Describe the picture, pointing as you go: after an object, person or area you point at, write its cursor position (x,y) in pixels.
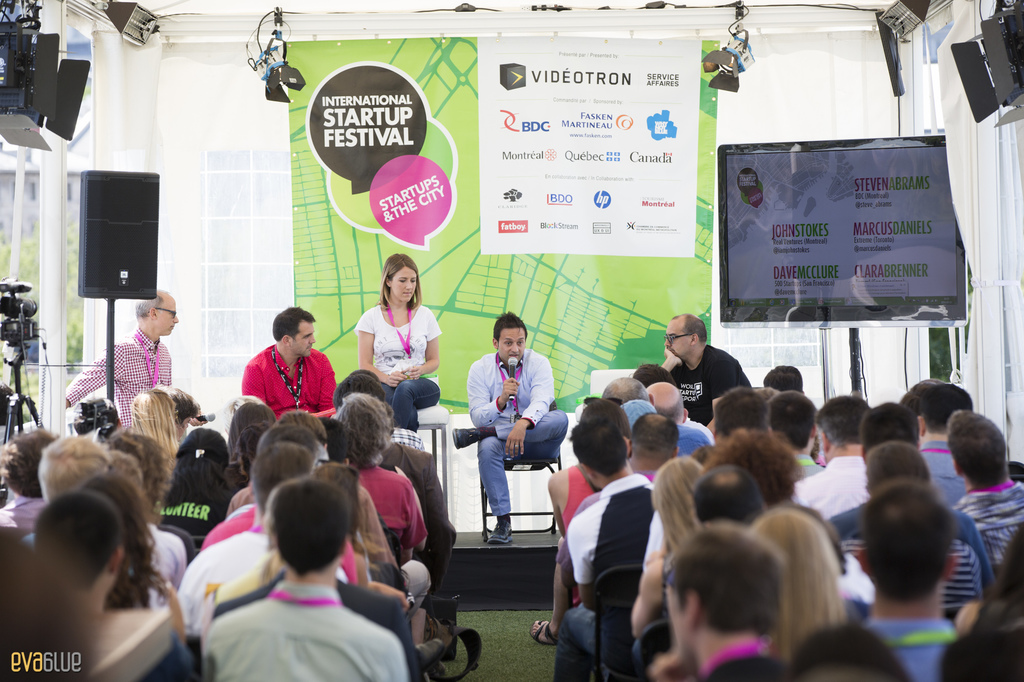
In this image, we can see persons (653,445) wearing clothes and sitting on chairs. There is a banner (641,300) in the middle of the image (600,292). There is a screen (803,241) on the right side of the image (957,285). There are lights (45,95) in the top left (46,40) and in the top right of the image (958,53). There is a camera (18,339) and speaker (133,279) on the left side of the image (127,251).
